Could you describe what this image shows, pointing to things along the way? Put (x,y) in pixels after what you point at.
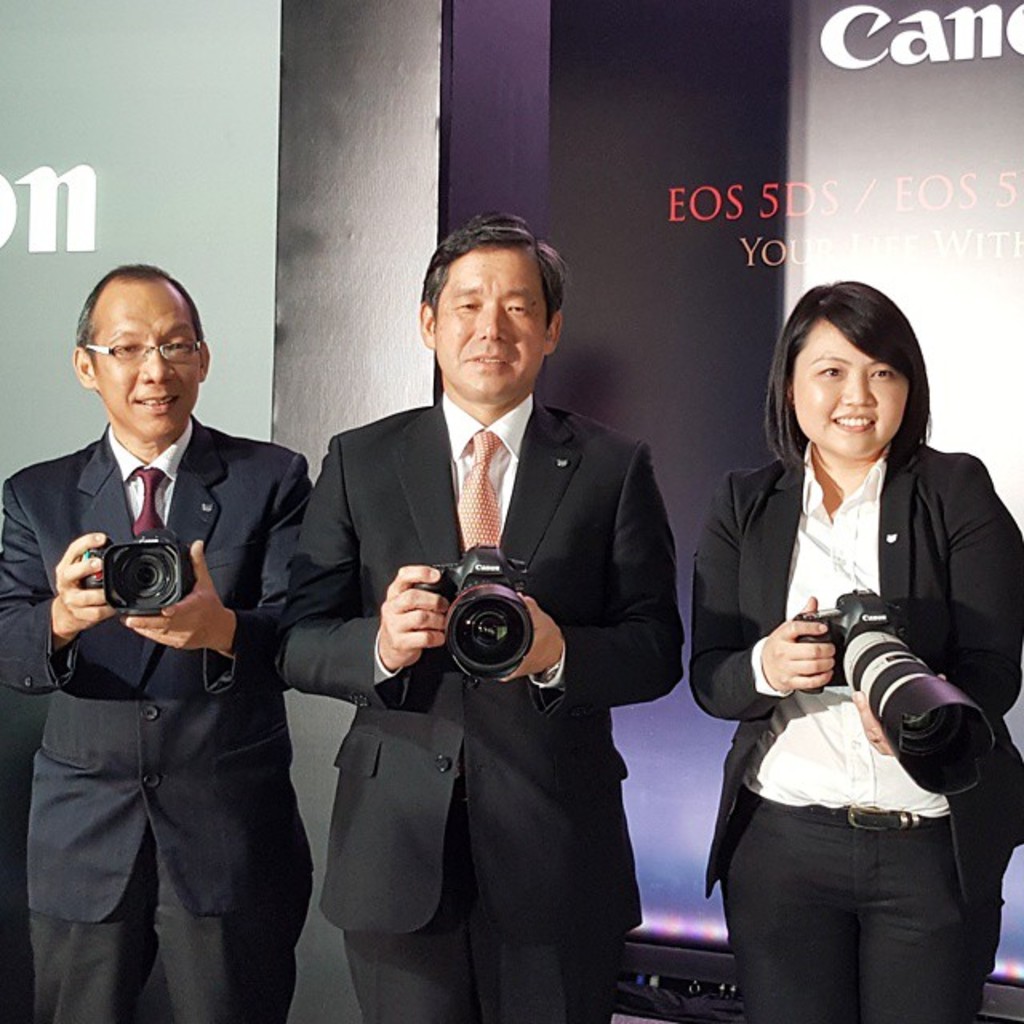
In this image I can see three people (445,728) with black, white, navy blue, maroon and orange color dresses (484,685). I can see these people (397,634) are holding the cameras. In the background (155,204) I can see the banner (679,209).
